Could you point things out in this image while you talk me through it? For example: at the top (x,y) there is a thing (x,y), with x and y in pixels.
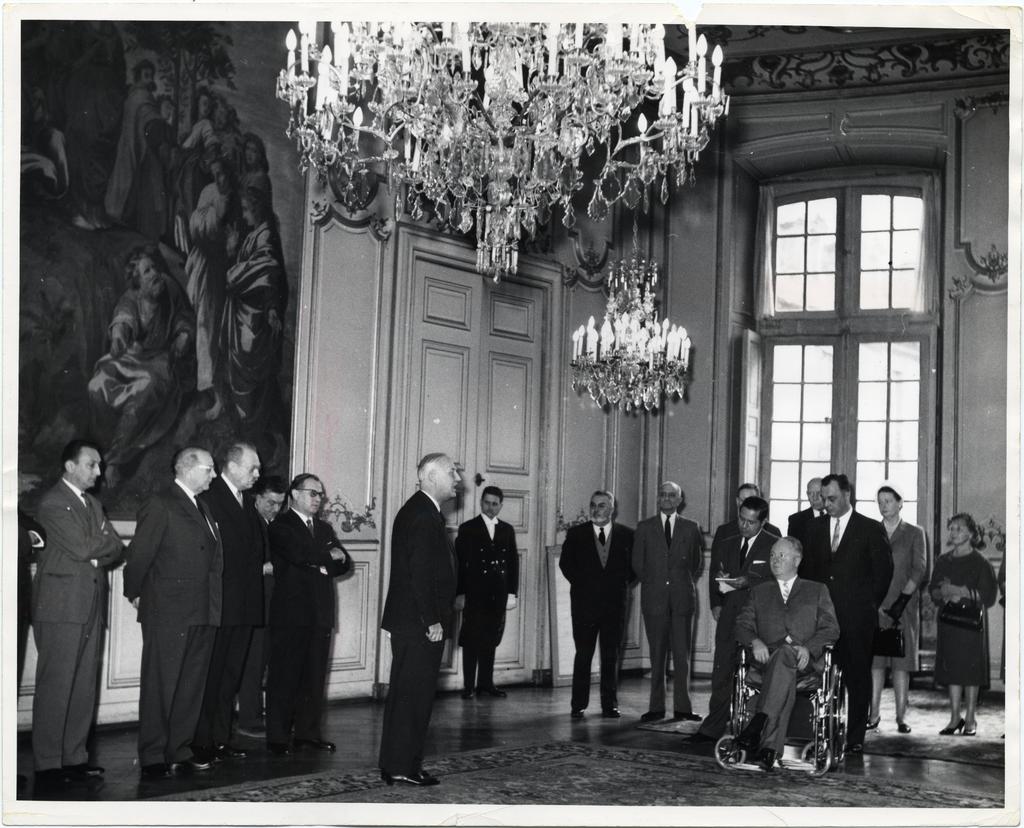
As we can see in the image there is a wall (996,377), door (542,391), window (873,391), chandelier (592,366), photo frames (160,288) and few people (326,595) here and there. This person (788,581) is sitting on wheelchair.
